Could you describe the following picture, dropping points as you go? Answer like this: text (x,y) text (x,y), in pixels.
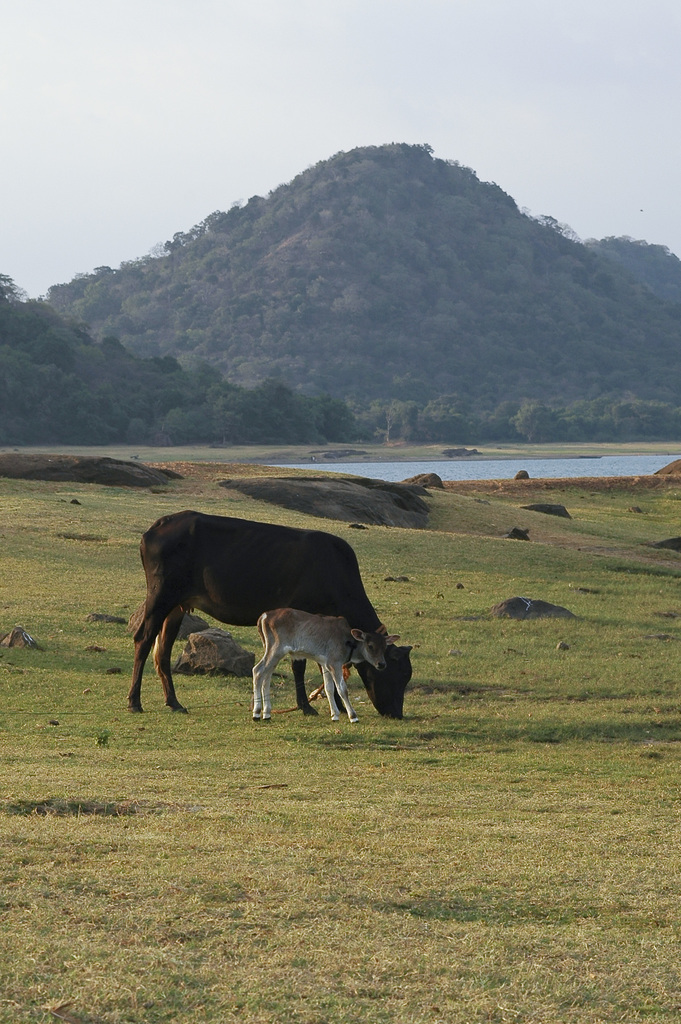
In the picture I can see a cow (332,557) and a baby cow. I can see the lake (517,459) and there is a green grass (109,554) on the side of the lake (406,465). In the background (230,373), I can see the hills (336,204) covered with trees (404,168). There are clouds (532,198) in the sky (311,136).
